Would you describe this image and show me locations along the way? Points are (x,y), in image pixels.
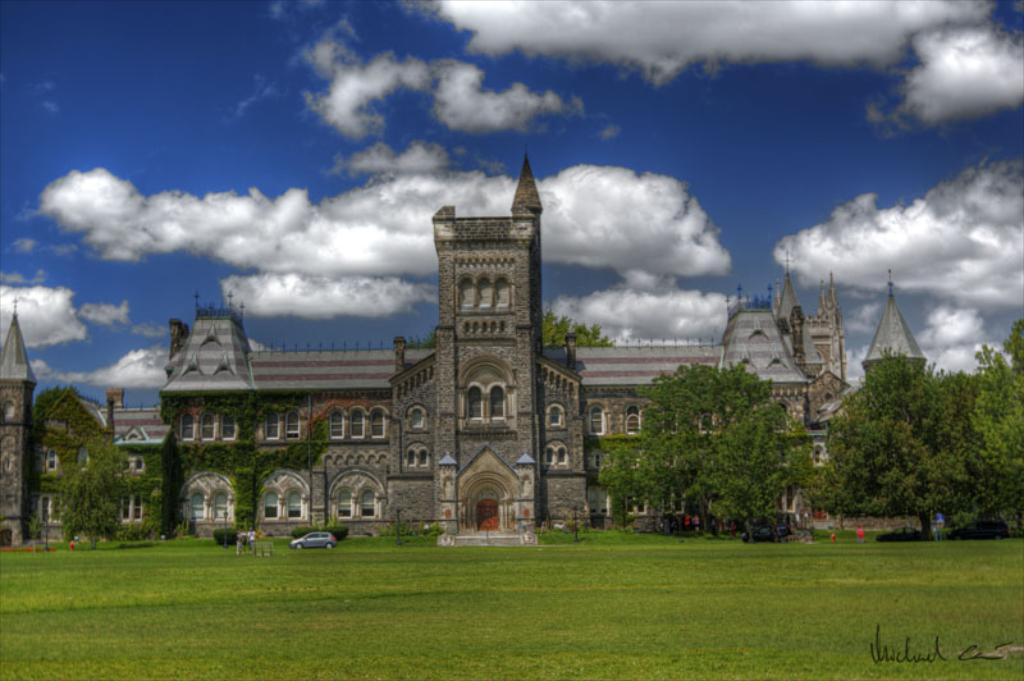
In this image I can see the ground (438,613) which is in green color. On the ground (472,635) I can see the vehicle (305,538) and few people (244,536) to the side. In the back (369,512) I can see the house (398,437) and to the side there are many trees (673,480). In the background (413,286) there are clouds (326,259) and the blue sky (295,117).
